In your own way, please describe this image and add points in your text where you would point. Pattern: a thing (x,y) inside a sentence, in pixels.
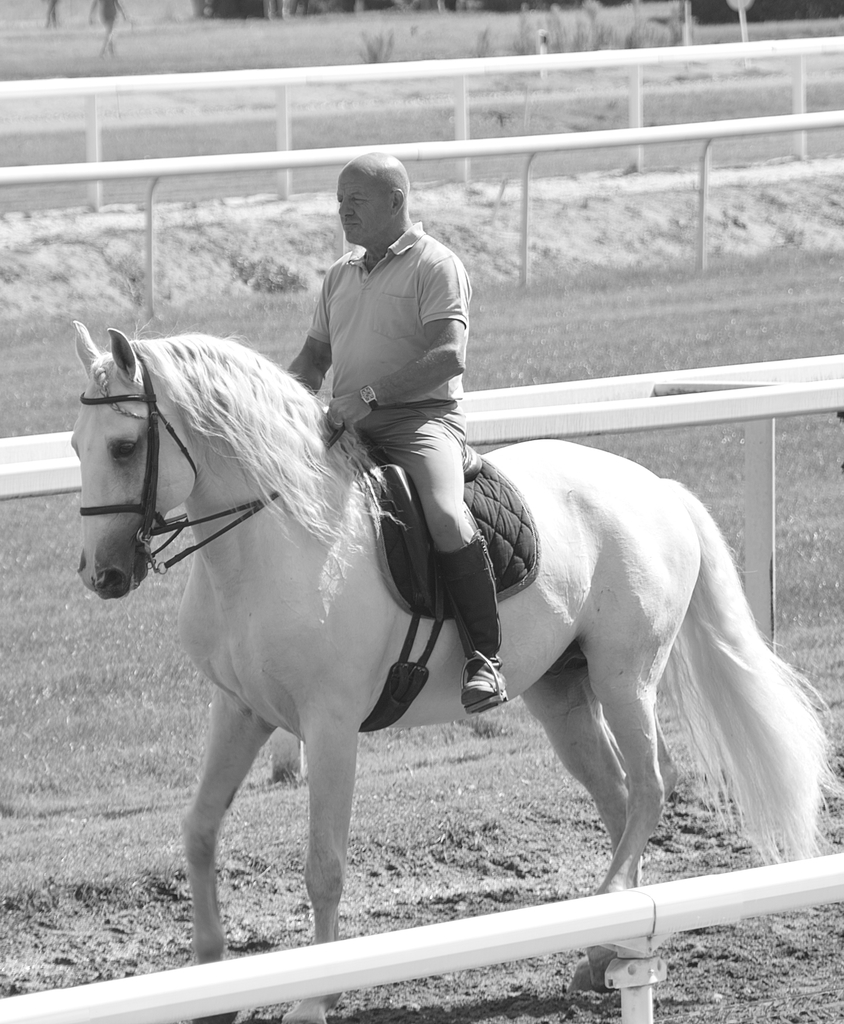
in the picture a person (450,461) is sitting on the horse (331,492) and riding.
